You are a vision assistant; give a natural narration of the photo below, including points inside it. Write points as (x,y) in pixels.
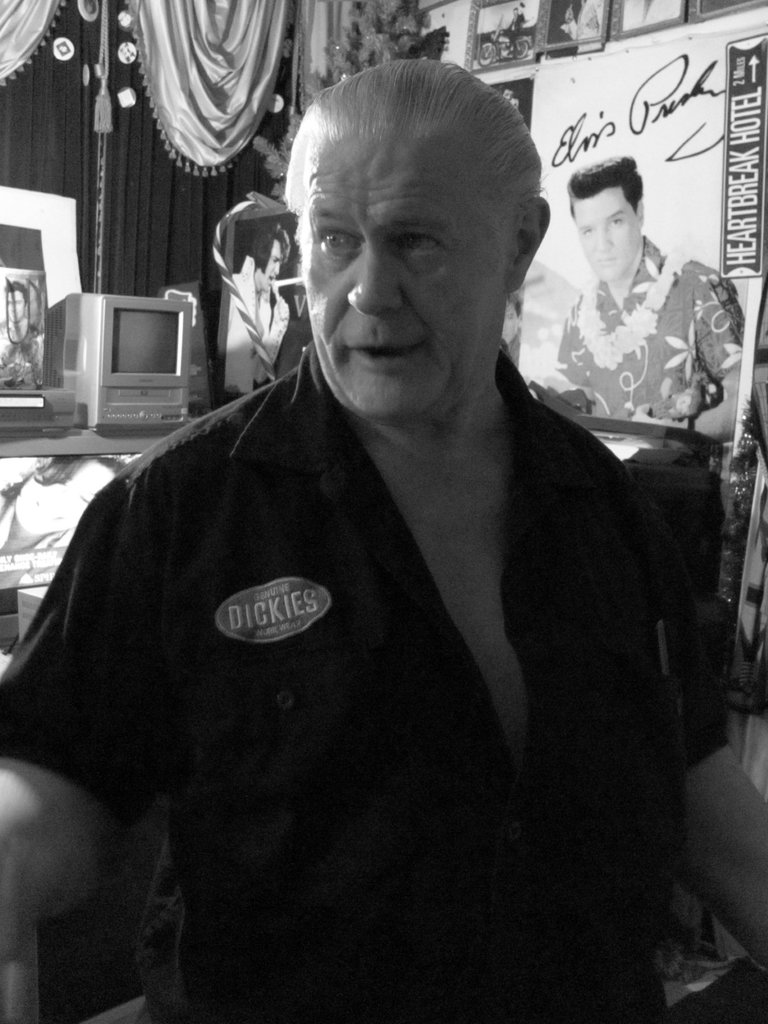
This image consists of a man (510,754) wearing a black shirt (502,757). On the left (130,322), there is a computer (74,347). And we can see a curtain (163,85). In the background (226,335), there are many frames (46,203).
